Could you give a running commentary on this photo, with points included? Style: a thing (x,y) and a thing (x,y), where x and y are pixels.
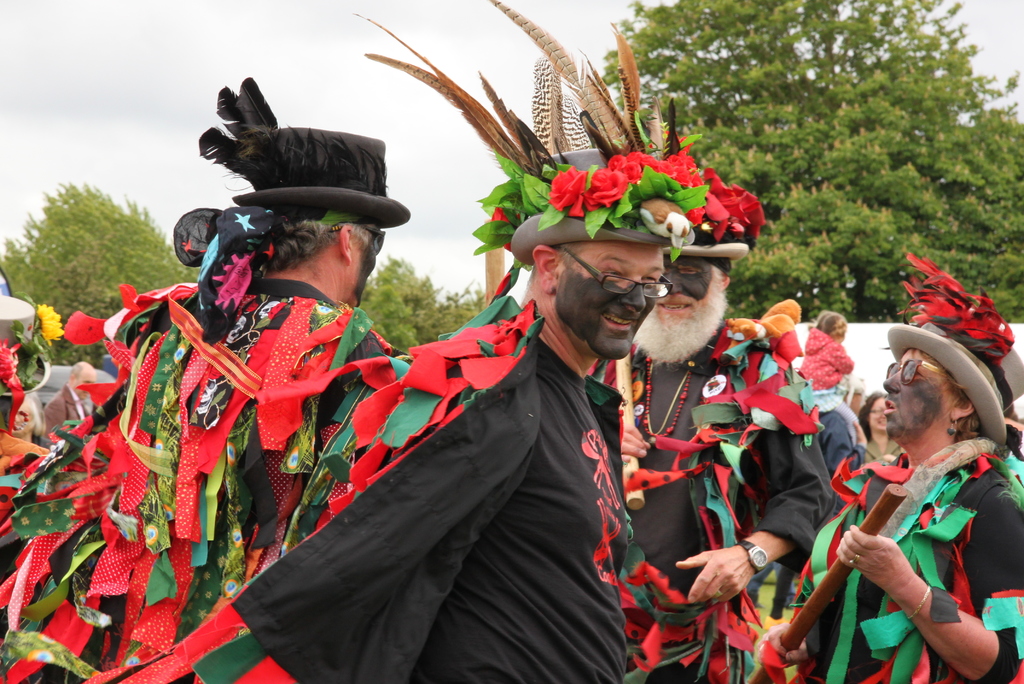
In this image we can see many people (698,521) wearing costumes (668,482) and few people (652,531) holding some objects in their hands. We can see the sky (176,137) in the image. There are few trees (942,166) in the image.
